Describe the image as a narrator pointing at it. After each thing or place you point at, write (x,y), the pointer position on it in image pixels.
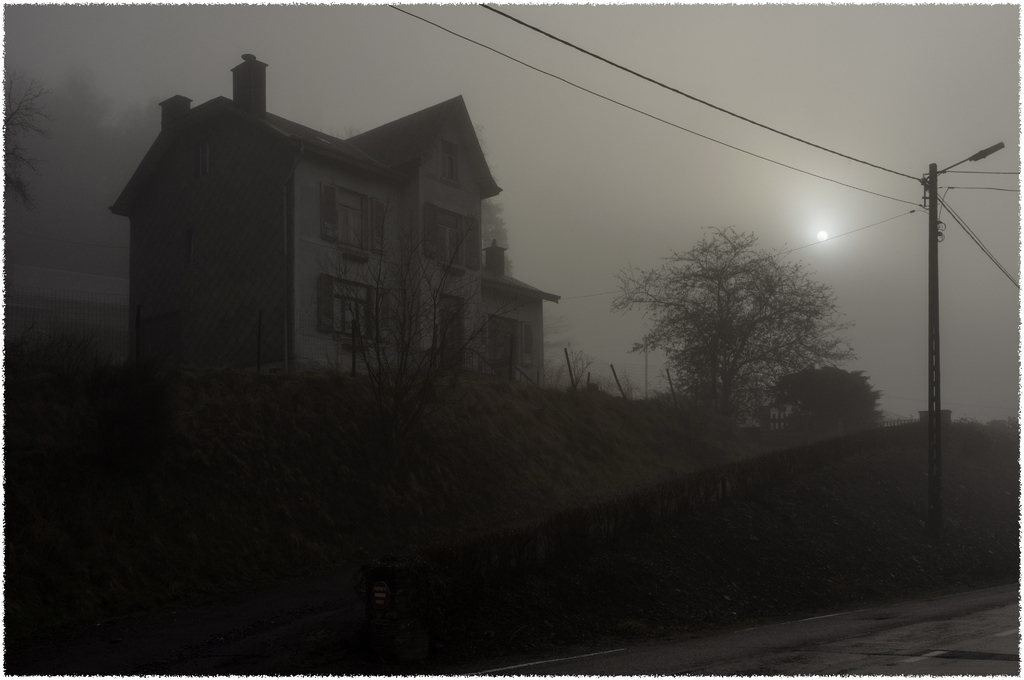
In the image there is a building (317,287) and around the building (330,301) there are trees (377,377) and there is a current pole (933,226) with some wires (880,168) on the right side (936,209).
